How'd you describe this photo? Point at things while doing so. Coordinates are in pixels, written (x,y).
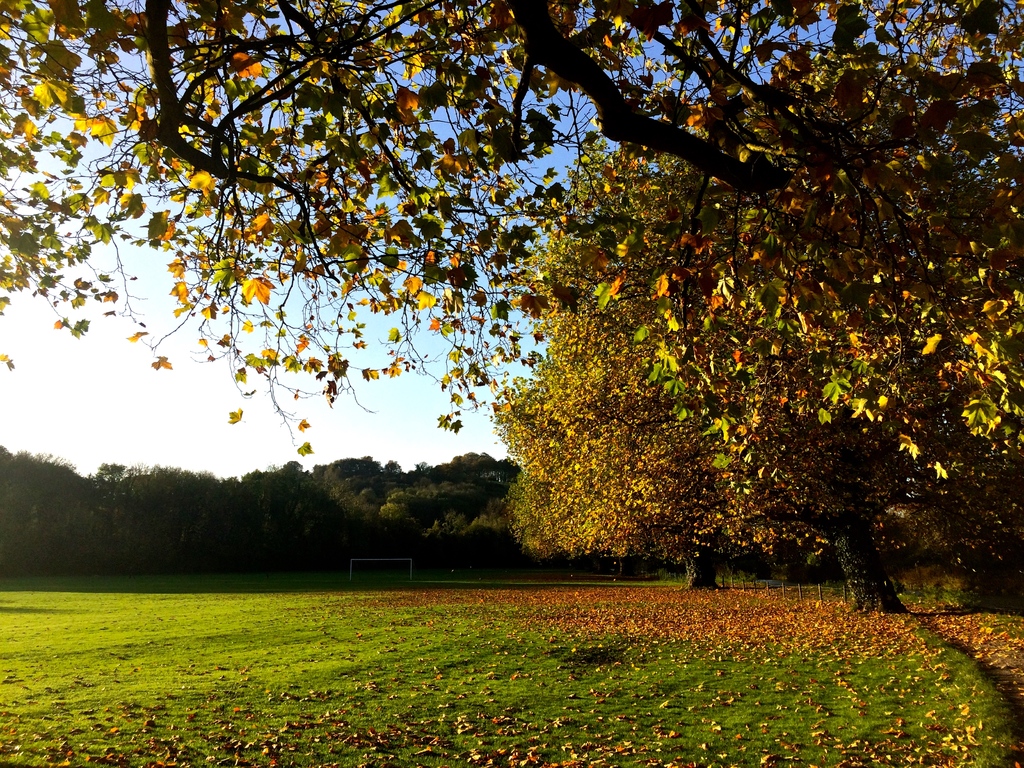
In the image there are many trees (199,499) in the background (477,528) on the grassland (473,657), on right side (851,412) there are trees (692,147) shedding leaves (752,592) on the land (601,693).
